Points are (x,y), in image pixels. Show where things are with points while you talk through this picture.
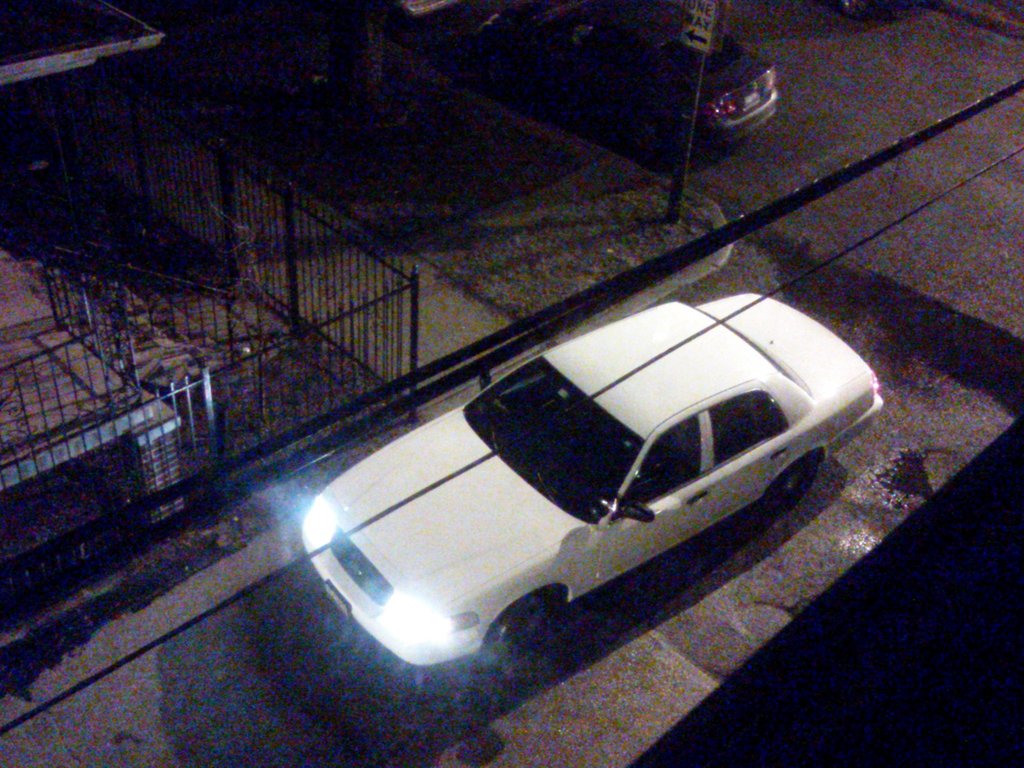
In this image we can able to see two cars (559,529), and there is a fencing (233,193), and there is a sign board (706,22).
